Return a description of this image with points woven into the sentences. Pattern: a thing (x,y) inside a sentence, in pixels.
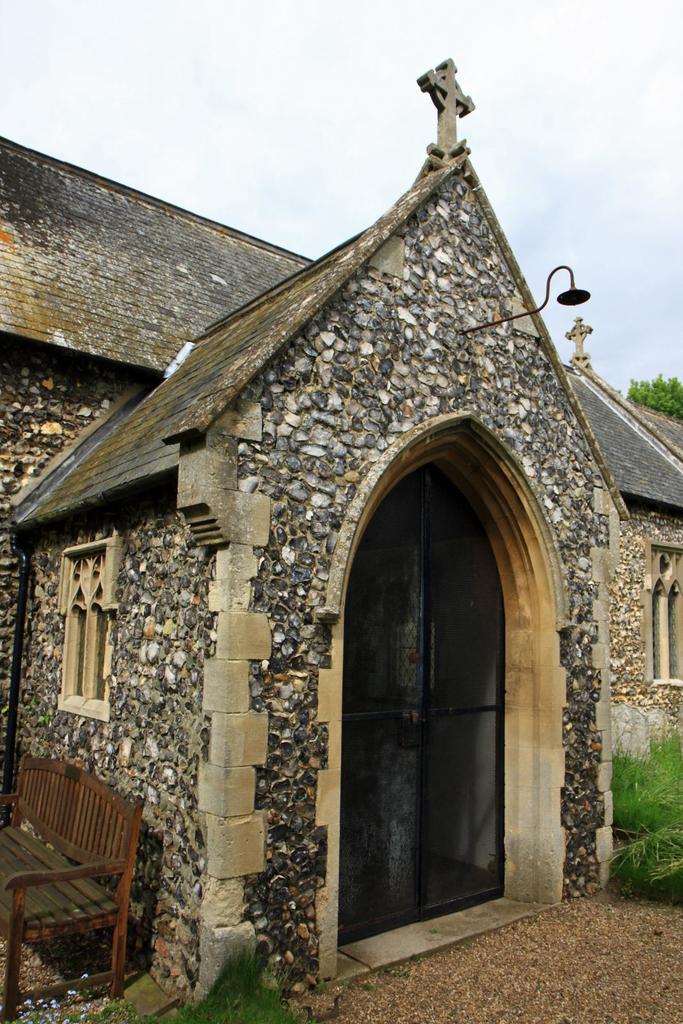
There is a building (337,427) with doors (409,509) and windows (655,628). On the building (450,181) there is a cross (451,126) and a lamp (547,302). On the sides of the building (377,959) there are plants (259,979) and bench (97,910). In the back (378,159) there is sky (602,204).
